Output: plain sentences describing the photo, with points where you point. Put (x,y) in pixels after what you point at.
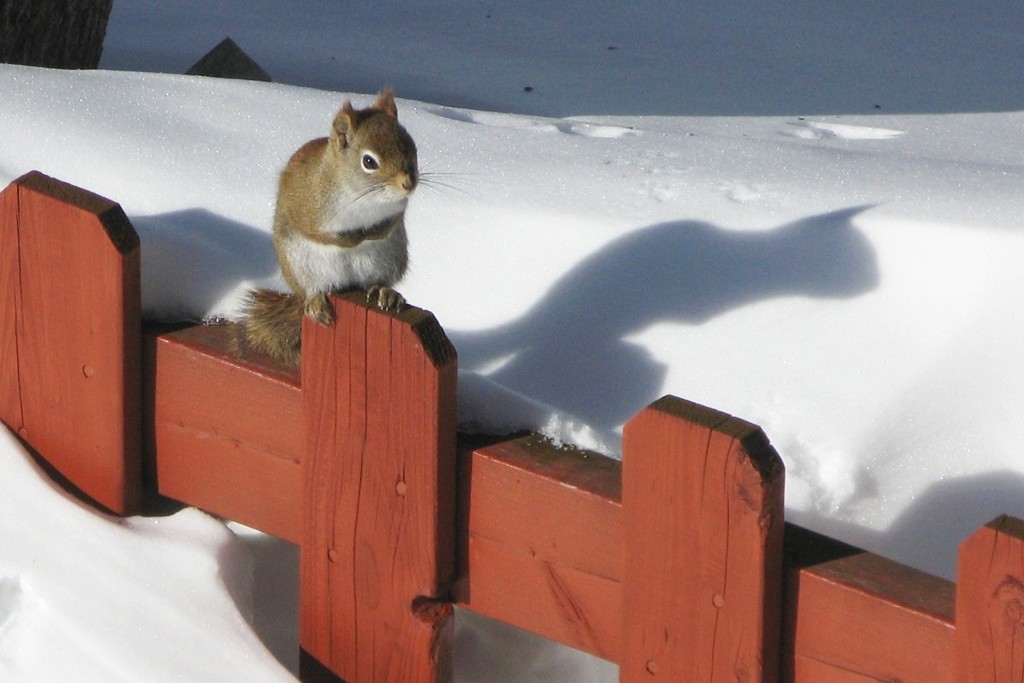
In this image there is a squirrel (313,254) sitting on the wooden fence (296,412). At the bottom (207,598) there is snow (752,349). On the left side (75,38) top there is a tree (89,22).
